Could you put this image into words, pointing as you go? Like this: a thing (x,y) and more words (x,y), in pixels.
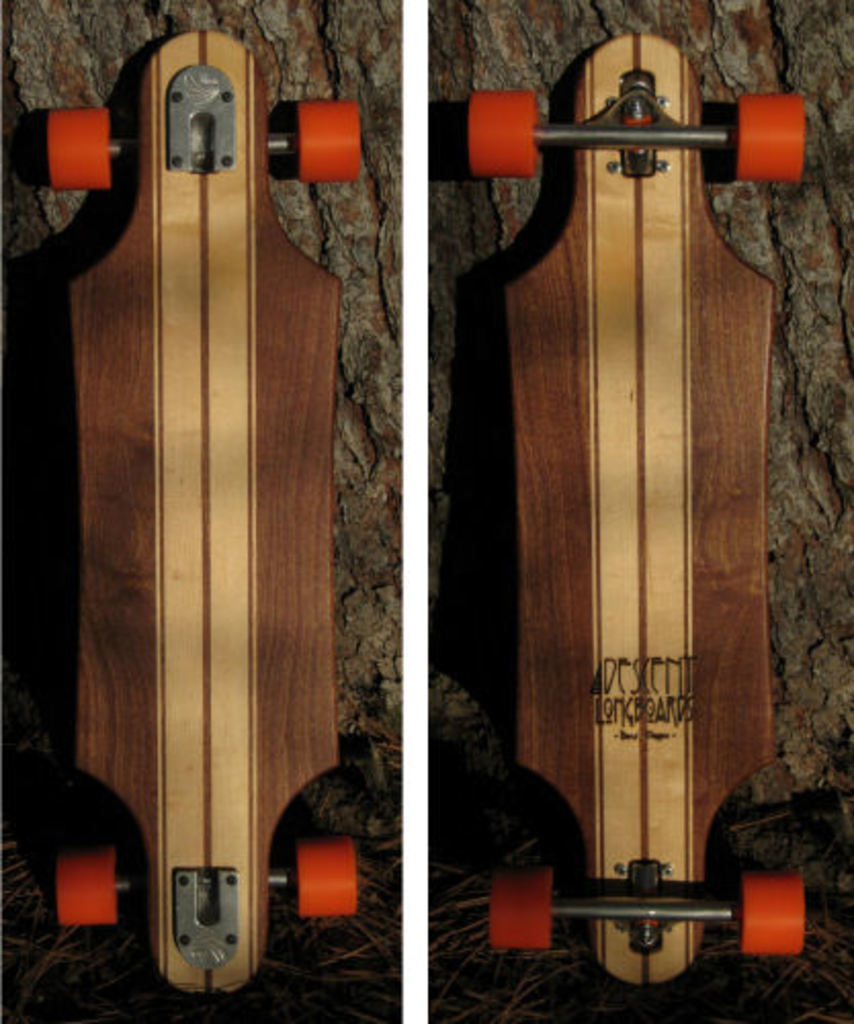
This is a collage picture. I can see skateboards (559,268) on the wooden object (365,584).
